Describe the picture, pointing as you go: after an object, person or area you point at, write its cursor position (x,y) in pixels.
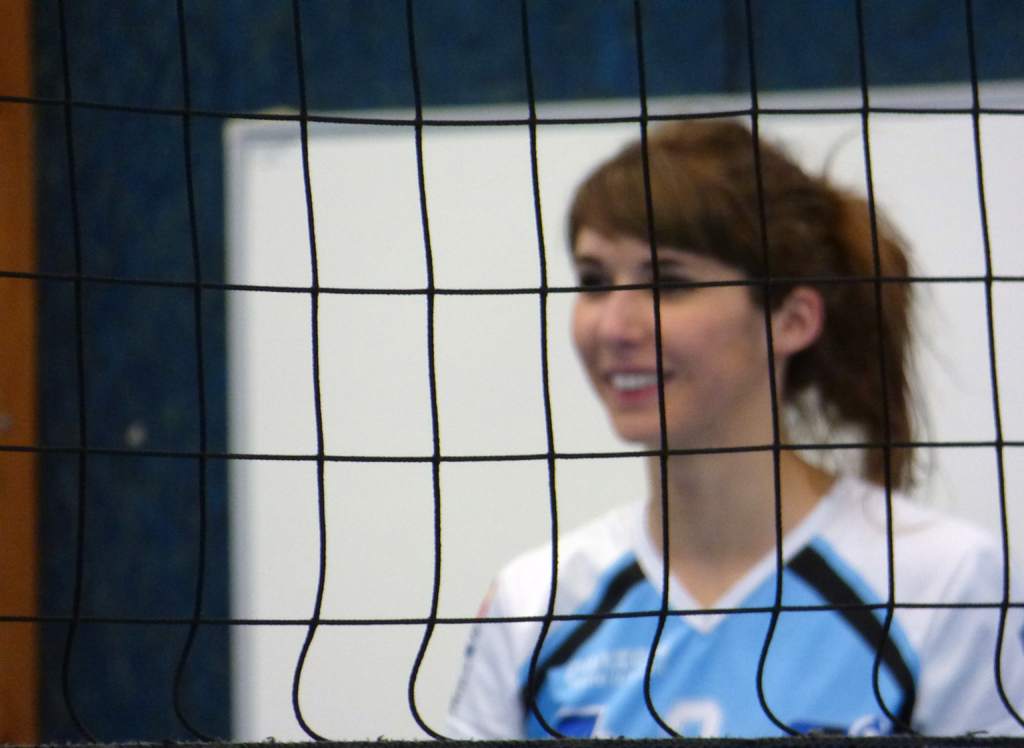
In this image in the foreground (657,223) there is a net (533,364), and in the background (668,386) there is one woman (645,378), board (327,282) and there might be a wall (130,183).
